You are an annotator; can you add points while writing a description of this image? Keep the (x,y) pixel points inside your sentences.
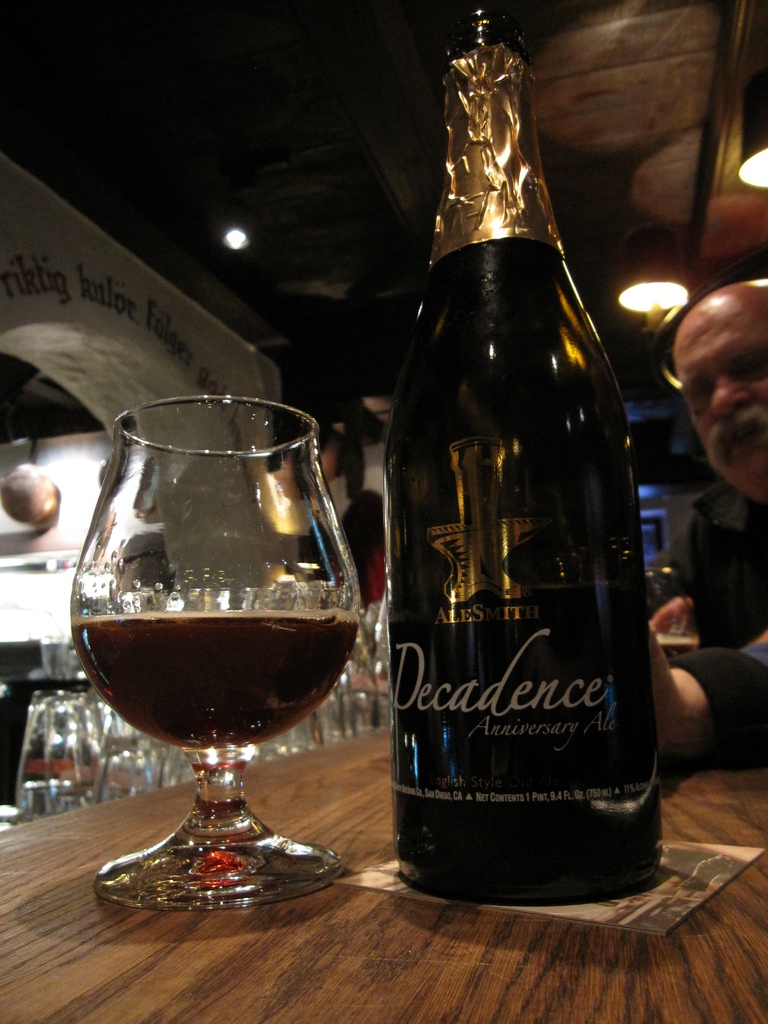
In this image in the front (315,602) there is a bottle (508,609) with some text (536,691) written on it and there is a glass (219,665). In the background (113,728) there are glasses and on the right side (746,533) there is a person (753,562). On the top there are lights (661,234) and on the left side (112,305) there is a wall (127,339) and on the wall (75,319) there is some text (111,310) written on it.
